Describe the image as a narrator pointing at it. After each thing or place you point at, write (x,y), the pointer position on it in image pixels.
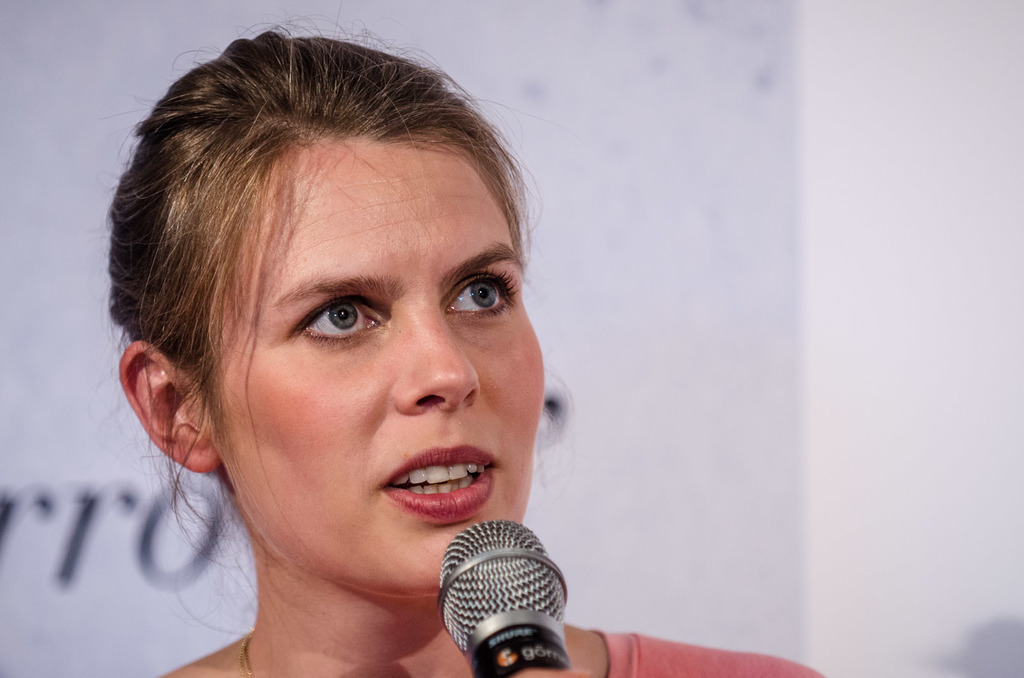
In the center of the image (448,262) there is a woman (443,243) holding a mic (558,598). In the background of the image (78,85) there is wall (701,210).
